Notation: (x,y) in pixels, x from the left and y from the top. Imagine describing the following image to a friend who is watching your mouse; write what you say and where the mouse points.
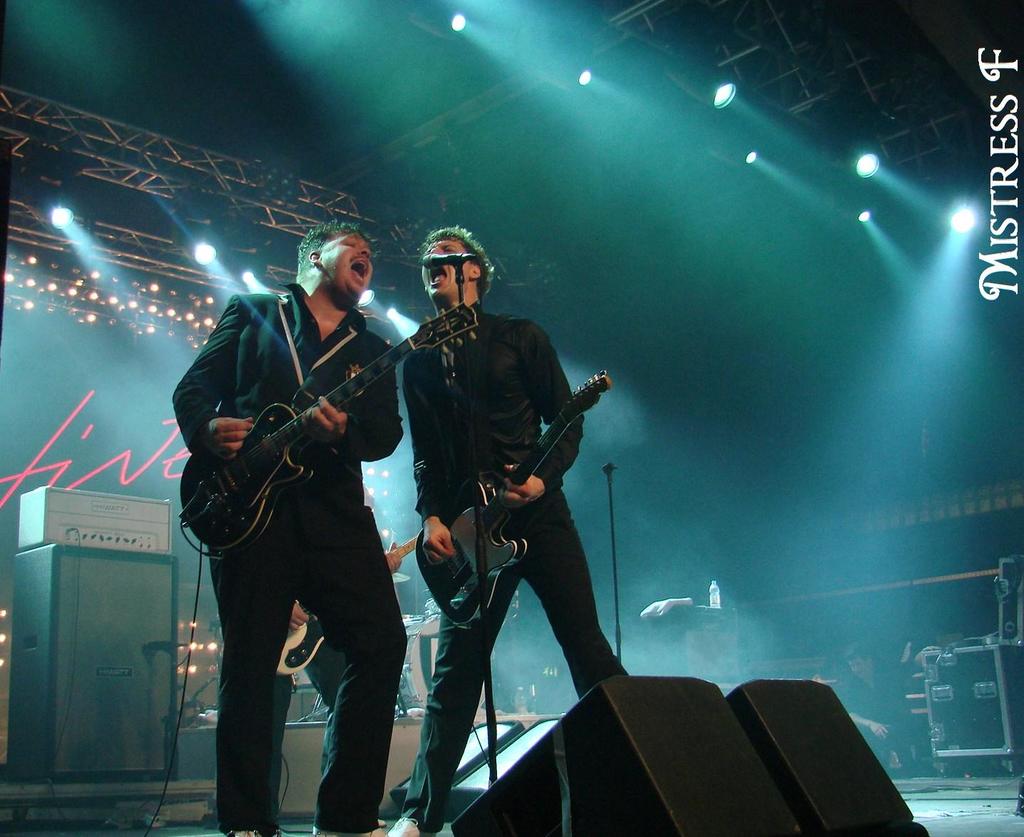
In the center of the image (344,556) there are two people (503,582) standing and holding guitars (228,496) in their hands (448,549). We can see a mic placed before them. At the bottom (710,722) there are speakers (763,757). In the background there is an instrument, band (401,681), lights (164,289) and rods (135,236).
